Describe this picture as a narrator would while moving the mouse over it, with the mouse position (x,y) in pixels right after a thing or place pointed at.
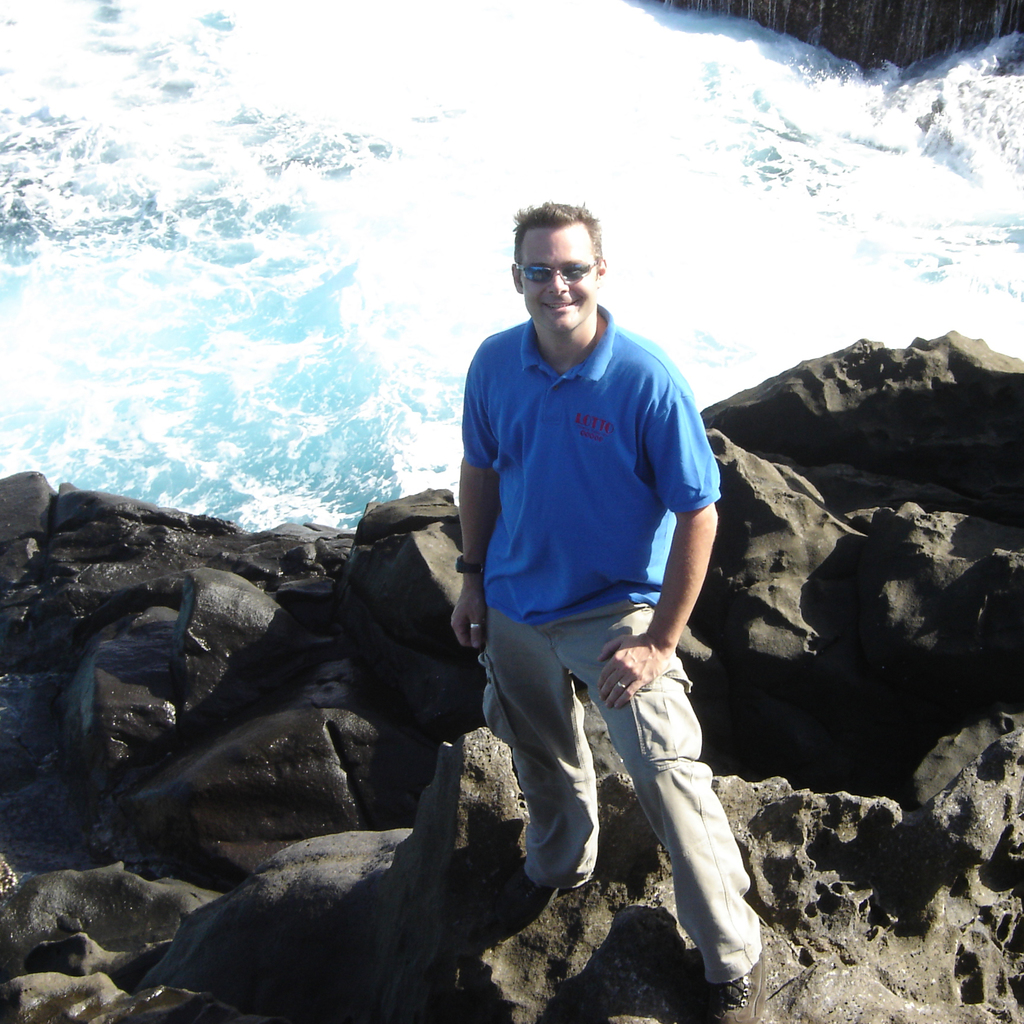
In this image we can see a person (659,602). At the bottom of the image (345,698) there are rocks (361,554). At the top of the image (928,217) there is water (884,168) and an object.
